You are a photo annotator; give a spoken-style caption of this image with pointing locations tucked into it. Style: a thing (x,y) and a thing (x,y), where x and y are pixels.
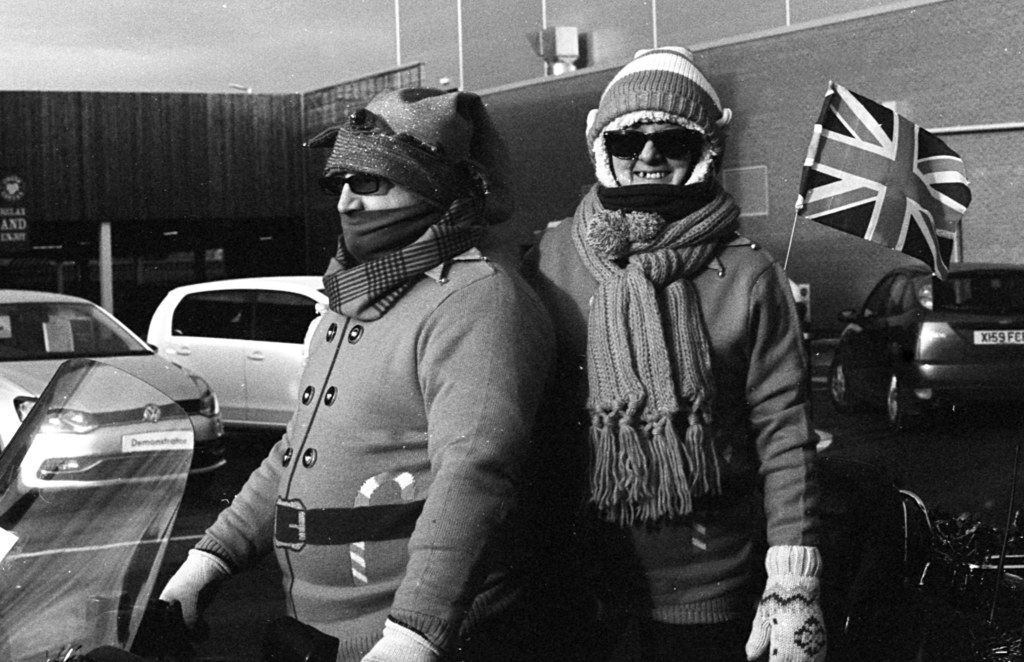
In this image we can see two persons (399,220). Behind the persons (464,319) we can see few vehicles (219,324), flag (938,182) and a wall (751,147). At the top (258,23) we can see the sky (286,29).
